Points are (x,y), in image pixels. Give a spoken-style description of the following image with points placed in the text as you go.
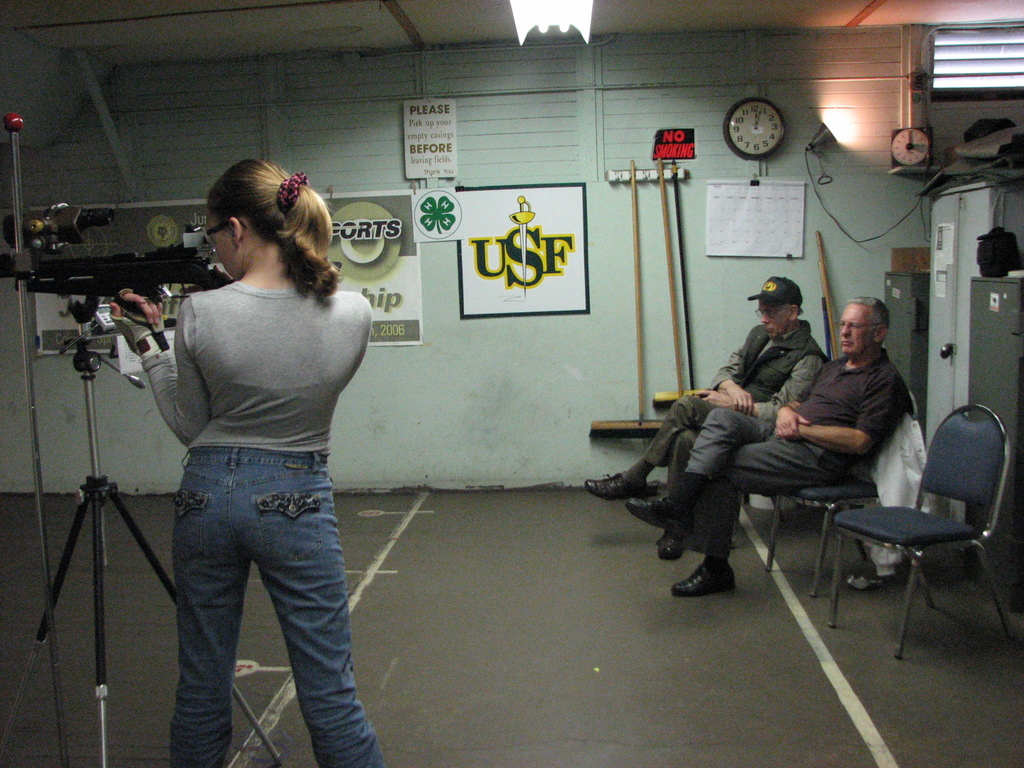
Here we see a woman (180,730) standing and holding a gun (64,240) in her hand (156,331) we see two men (744,447) seated on the chair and watching and we see a wall clock (755,139) and poster (524,200) on the wall (390,177).
